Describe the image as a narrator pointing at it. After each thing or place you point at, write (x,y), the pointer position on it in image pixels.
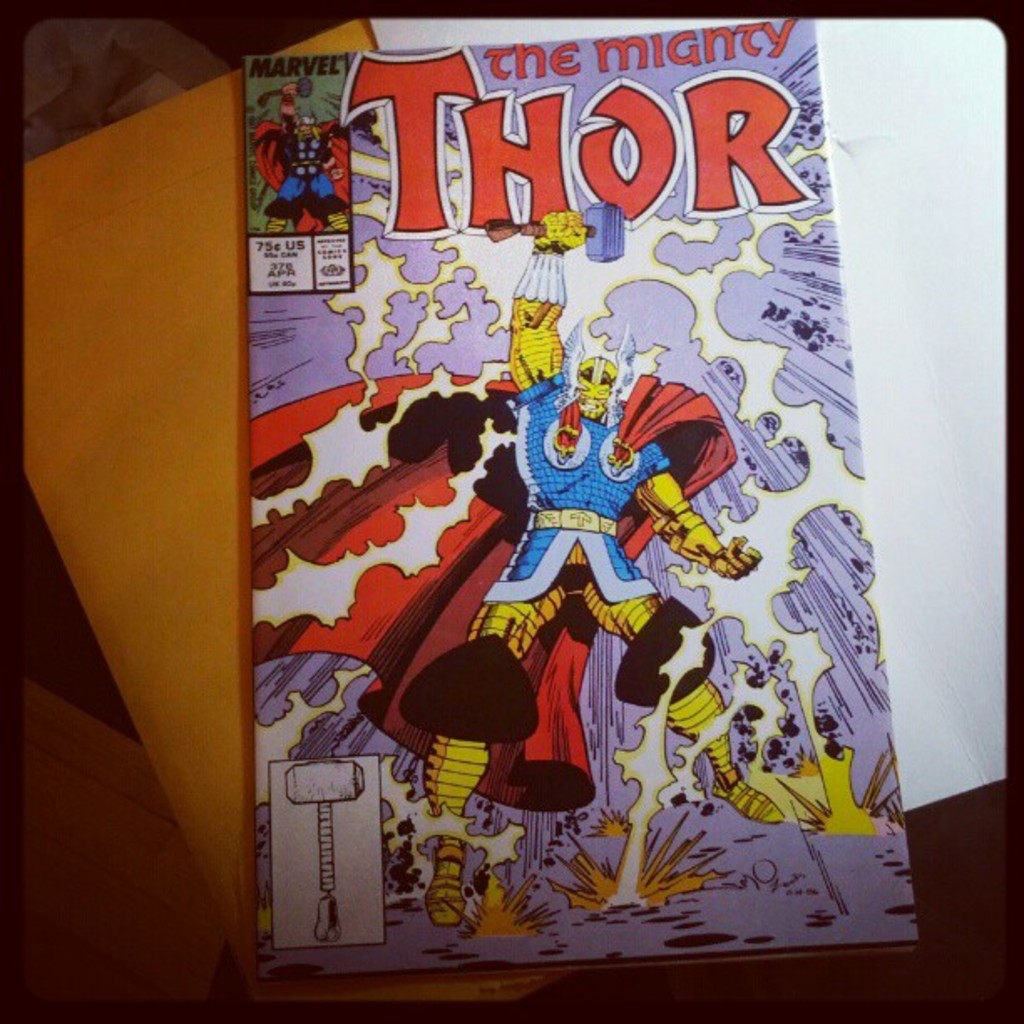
In this image we can see cover page (661,424) of a book (580,174) with some text (493,193). In the background (230,640), we can see white and orange color paper (138,718).
